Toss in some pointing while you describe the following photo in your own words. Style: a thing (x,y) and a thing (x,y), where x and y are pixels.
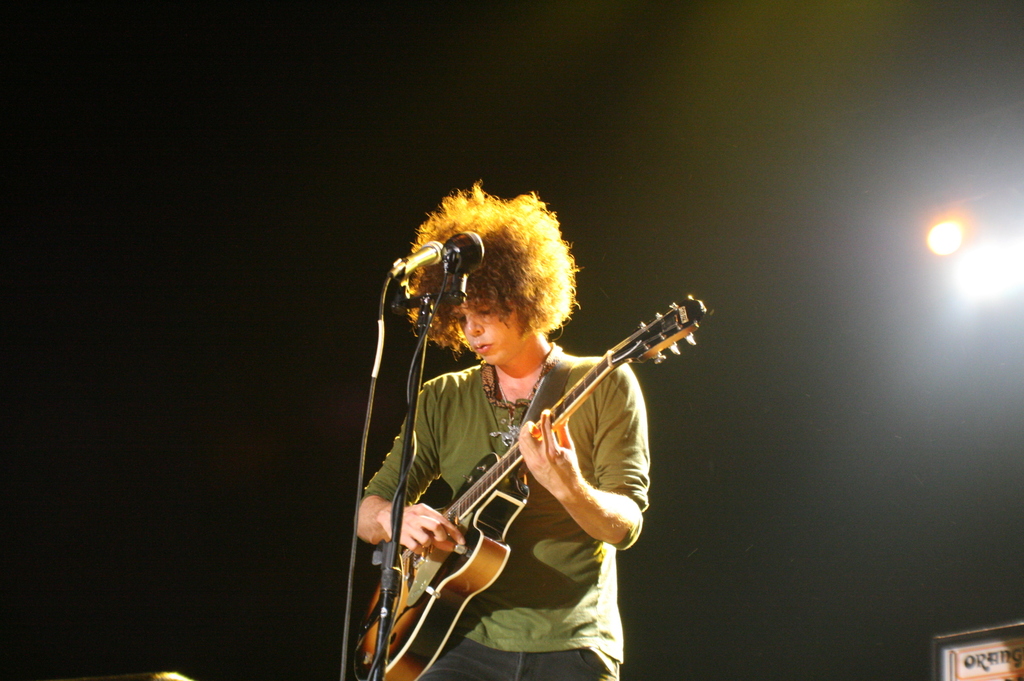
In this image, we can see a person (596,435) wearing clothes (615,438) and playing a guitar (499,526) in front of the mic (422,259). There is a light (958,241) on the right side of the image (1002,271).
